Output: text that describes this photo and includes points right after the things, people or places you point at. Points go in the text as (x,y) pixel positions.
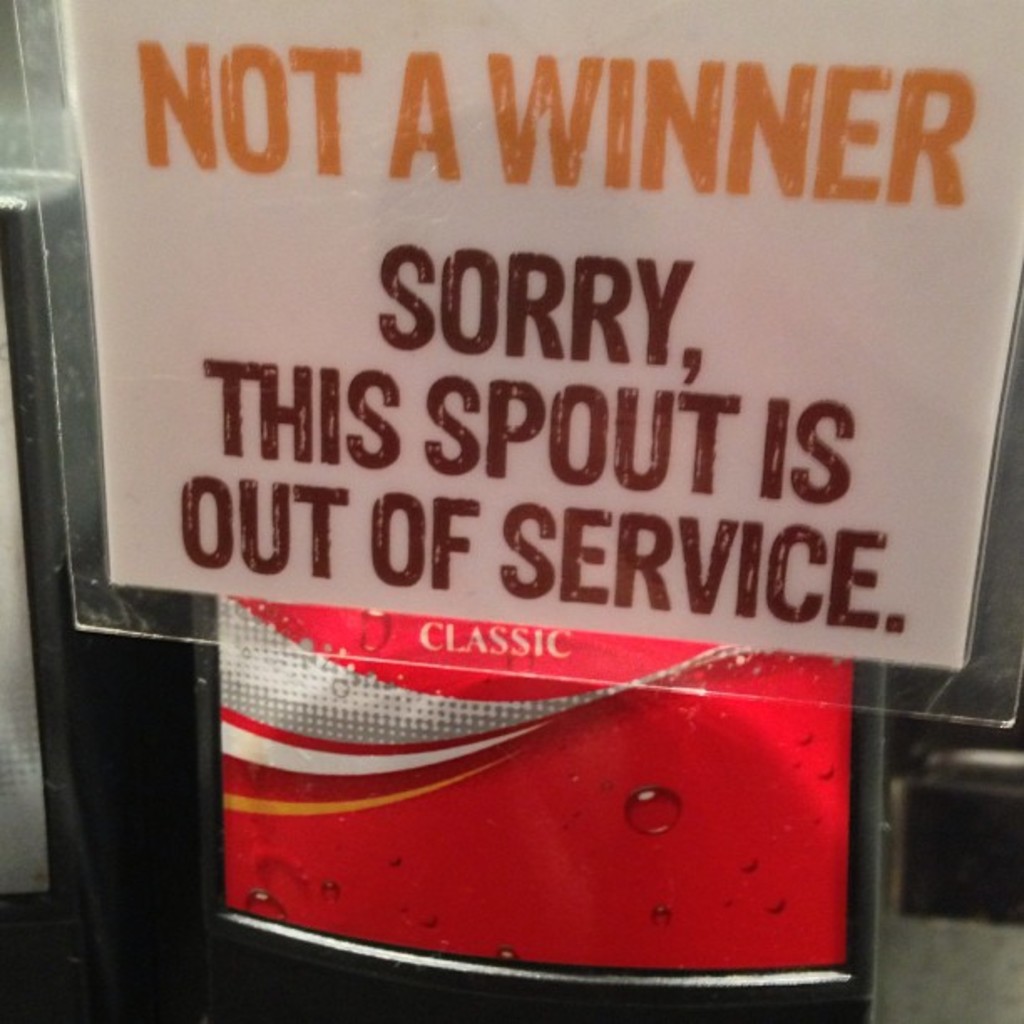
In this image we can see there is a sign (594,527) which made by the paper (541,590), on it some text (298,419) written.
